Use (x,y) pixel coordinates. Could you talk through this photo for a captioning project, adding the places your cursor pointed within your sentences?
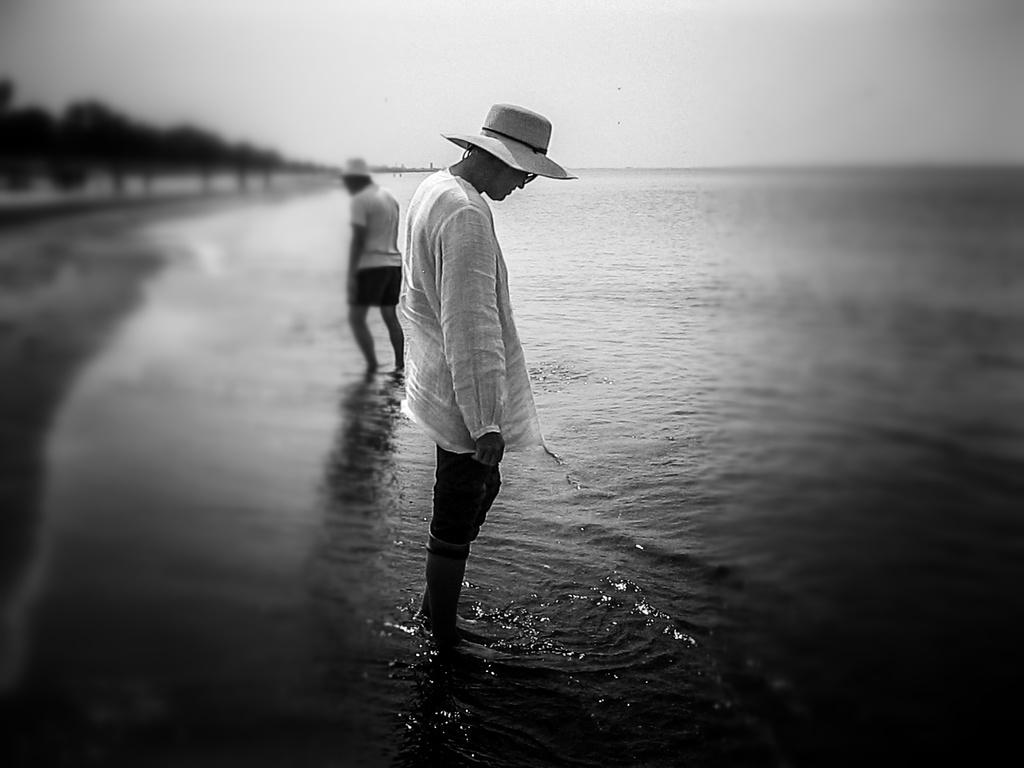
In this image I can see two persons (477,489) are standing in the front (473,409) and I can see both of them are wearing hats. I can also see water (634,371) and in the background (10,165) I can see number of trees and the sky (485,63). I can also see this image is little bit blurry and I can see color of the image is black and white.
